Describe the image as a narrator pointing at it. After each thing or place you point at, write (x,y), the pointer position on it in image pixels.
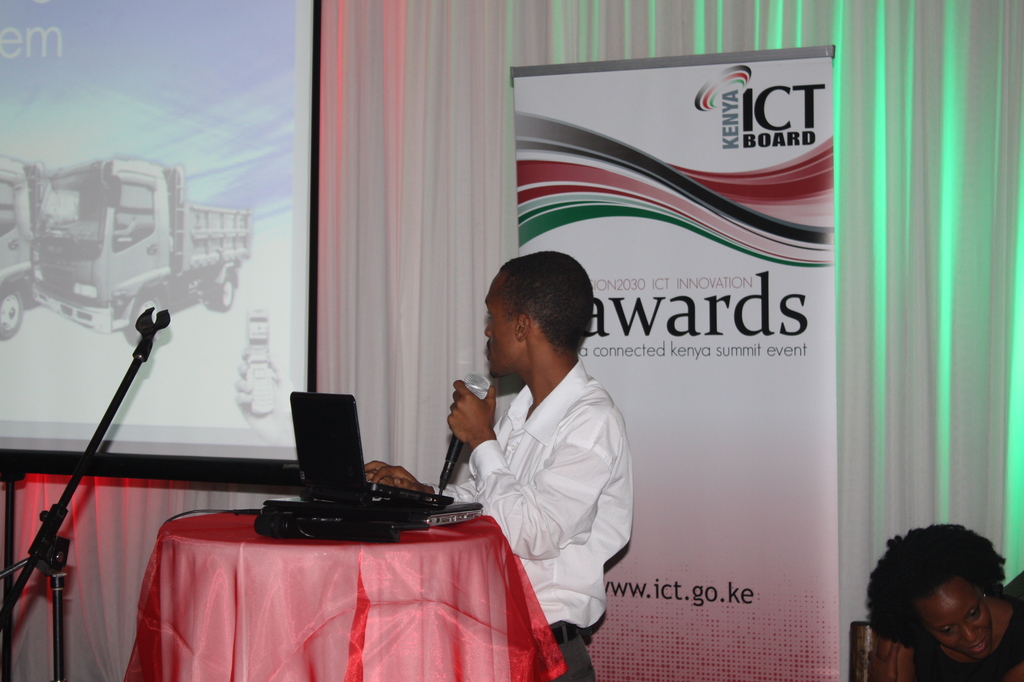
In this picture we can see a man (606,540) in the white shirt (543,464) and he is holding a microphone (451,467). On the right side of the image (935,619), there is another person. In front of the man (519,525) there is a table (314,545), which is covered by a cloth (326,592). On the table (326,592) there is a laptop (324,490) and some objects (297,509). On the left side of the image (35,540) there is a stand (56,518). Behind the man (504,473) there is a banner (679,257), a projector screen (314,223) and curtains (350,183).
